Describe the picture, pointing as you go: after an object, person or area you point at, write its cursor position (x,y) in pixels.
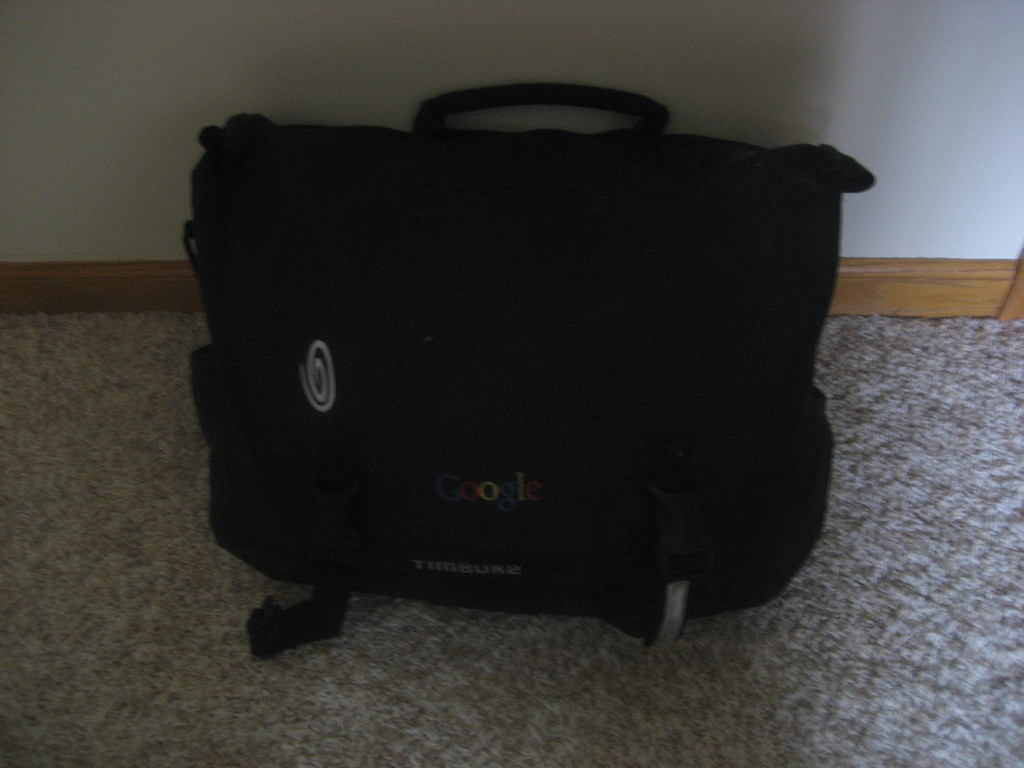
The picture consists of a bag (313,461) which is in black colour and text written on it. It is placed on the carpet (796,621) and behind the bag (479,216) there is a wall (540,9).
